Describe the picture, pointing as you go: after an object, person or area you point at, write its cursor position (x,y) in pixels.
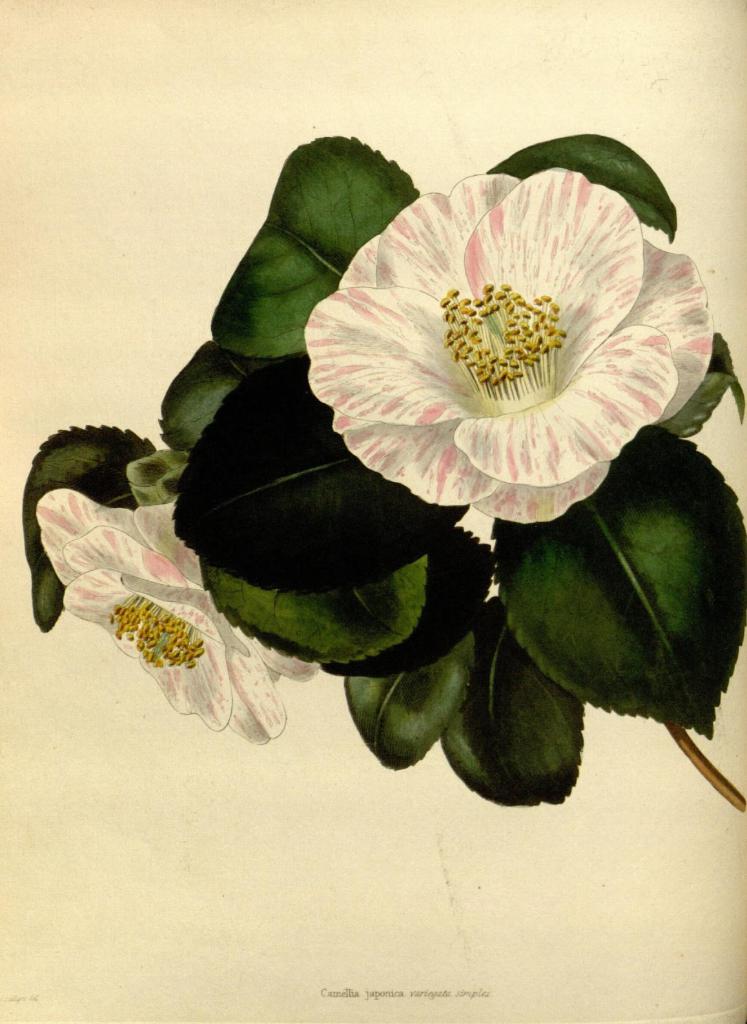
The picture is a drawing. In the picture we can see flowers (444,471) and leaves (646,492).
